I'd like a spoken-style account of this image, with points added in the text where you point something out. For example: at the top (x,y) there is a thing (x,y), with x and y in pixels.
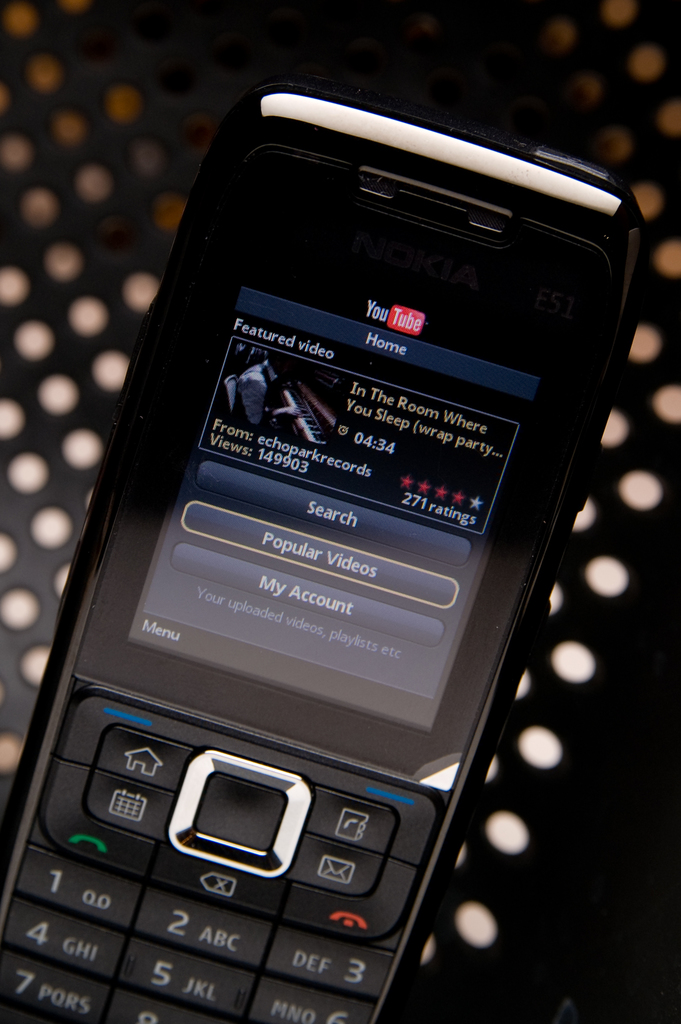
In this image we can see a mobile phone (338,734) on the metal object (455,876). There is some text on the mobile phone screen (346,473) in the image.
